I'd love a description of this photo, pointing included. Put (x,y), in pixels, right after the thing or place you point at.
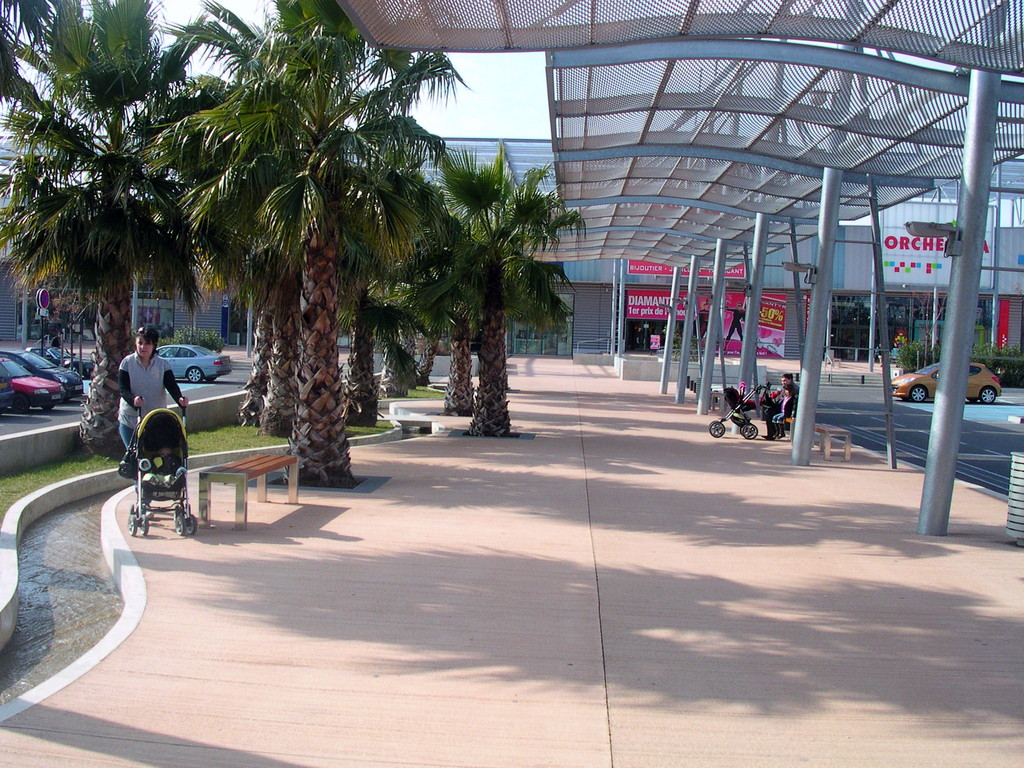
In this picture there is a person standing and holding the baby traveler (150,464) and there are two persons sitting on the bench (789,421) and there is a baby traveler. There are buildings (1015,317), trees (238,204) and there are vehicles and there are boards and there is a hoarding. At the top (427,91) there is sky (458,92). At the bottom (437,580) there is a pavement (615,563) and there is grass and water (21,653).
